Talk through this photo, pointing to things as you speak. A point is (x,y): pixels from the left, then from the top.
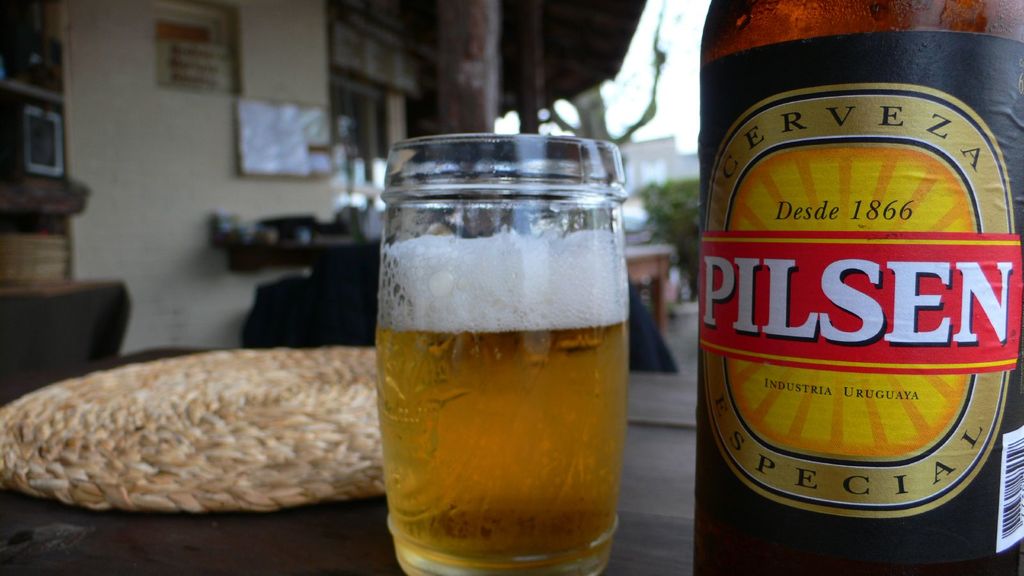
In this image I can see the beer bottle (910,263), glass (451,338) and mat (159,484) on the table (248,537). In the back (265,134) I can see the boards (239,121) to the building (143,179), pillars (462,118), trees (599,122) and the sky (687,103).
